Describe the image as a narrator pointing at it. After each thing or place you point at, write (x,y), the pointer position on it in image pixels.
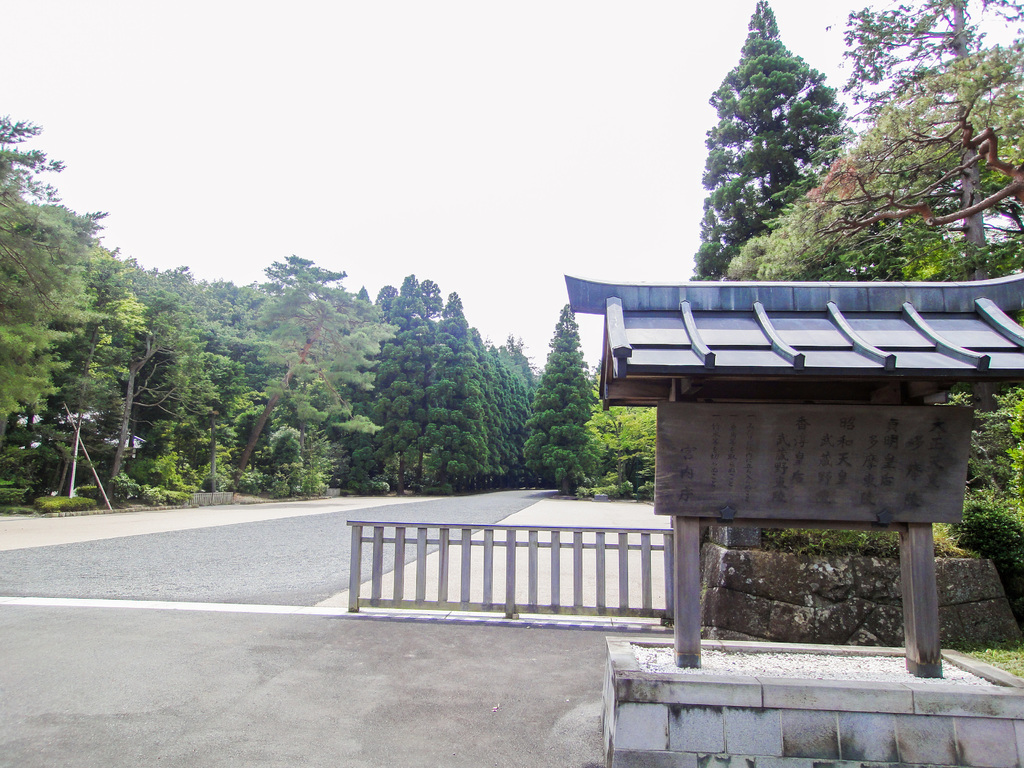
On the right side of the image (940,470) there is a wooden structure (782,444). At the center of the image (526,499) there is a road (170,611) and we can see a wooden fence (579,534). In the background of the image (430,455) there are trees (445,339) and sky (521,161).
